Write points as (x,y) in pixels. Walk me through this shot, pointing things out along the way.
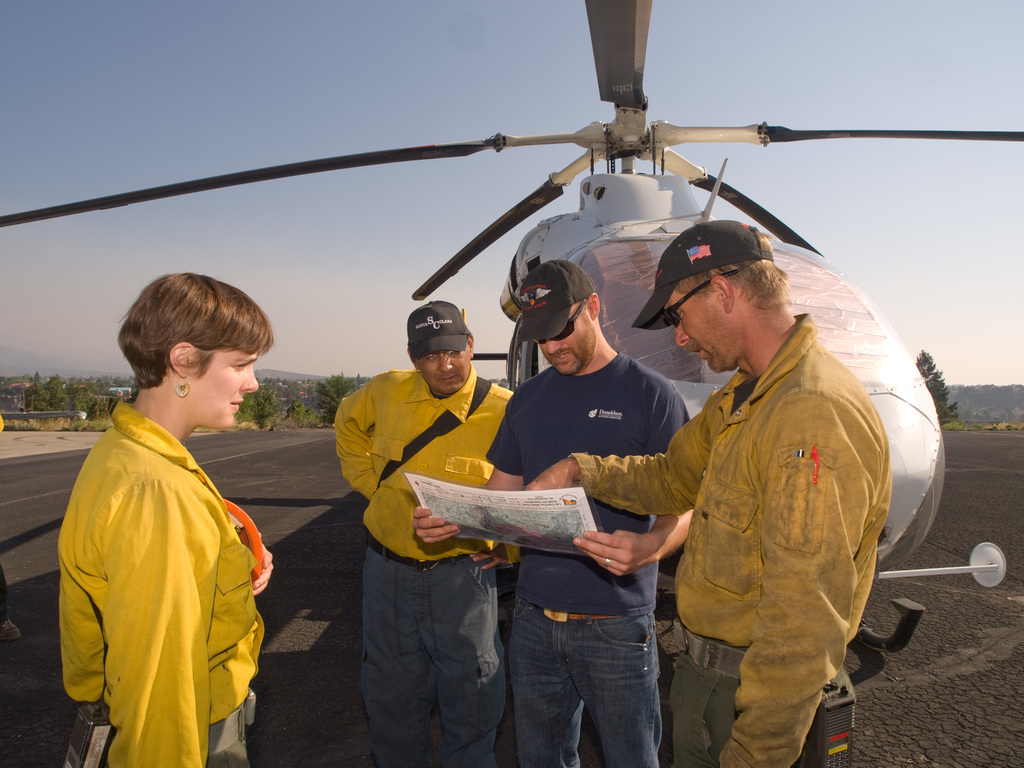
In the picture there is a helicopter (909,411), in front of the helicopter (927,464) there are four people (679,532) standing and discussing something. One of the person (502,477) is holding a map (470,504) in his hand (596,541) and he is wearing blue shirt (548,574) and the remaining three people (380,478) are wearing yellow shirts (361,478) and in the background (273,283) there are many trees (267,393) and sky (290,198).
